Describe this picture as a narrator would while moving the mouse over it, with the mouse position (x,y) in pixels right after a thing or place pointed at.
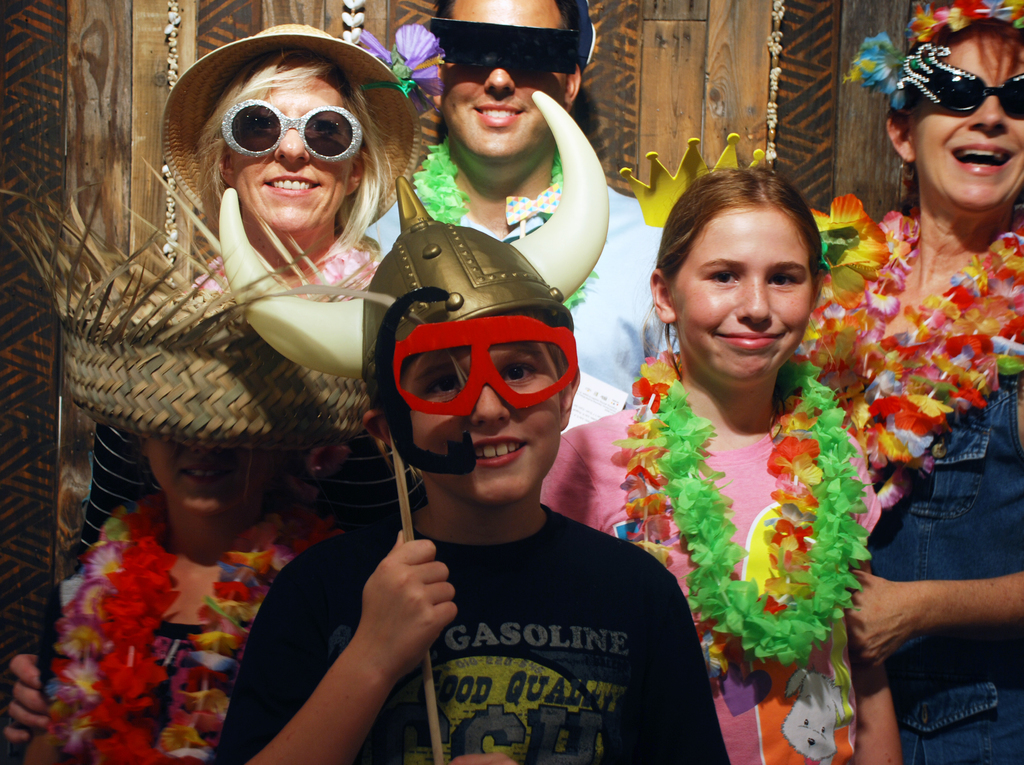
In this image there are few persons (977,720) wearing goggles (510,51). A person (287,71) wearing a cap (246,61), before there is a person (170,563) having garland (212,619). Beside there is a boy (597,645) wearing a black shirt (544,622) is holding a stick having frame (479,393) attached to it. He is wearing a cap (465,302). Beside him there is a girl (749,479) wearing a pink top (744,492) is having few garlands (705,487). Beside there is a woman (944,397) wearing goggles (966,108) is standing before a wooden wall (800,85).
